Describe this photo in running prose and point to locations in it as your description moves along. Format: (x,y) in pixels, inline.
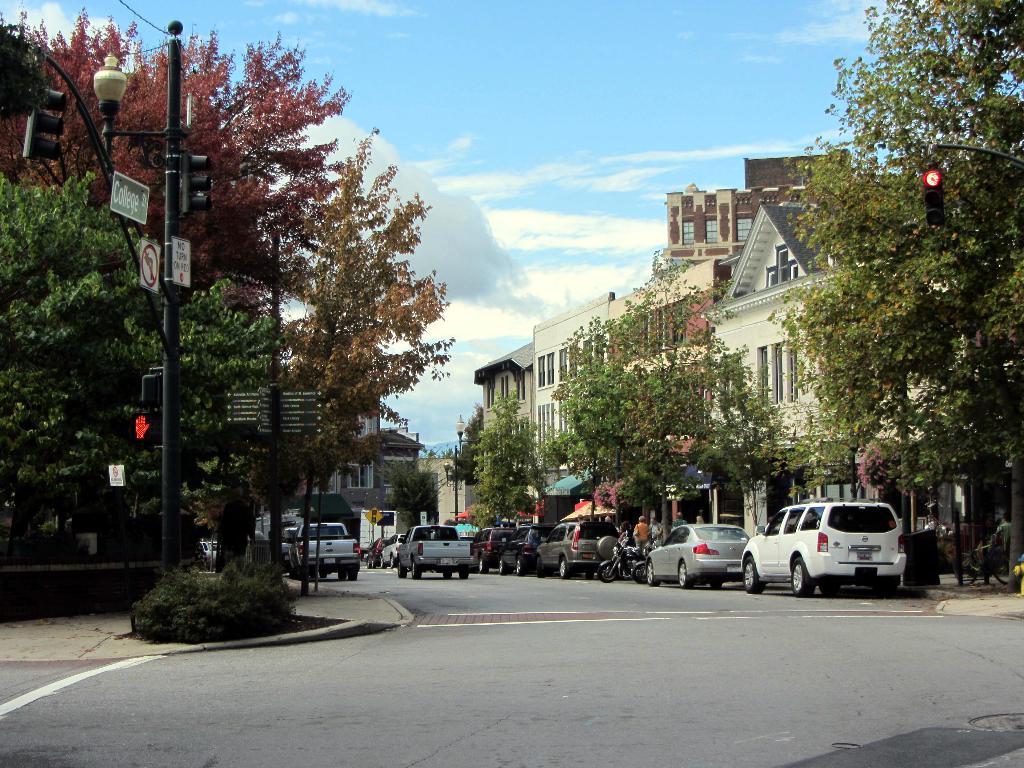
In the center of the image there is a road (596,683) and we can see cars (685,582) and bikes (617,576) on the road (439,632). On the left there is a traffic pole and we can see a sign board (290,420). In the background (212,280) there are trees (515,434), buildings (642,300) and sky (557,194).
